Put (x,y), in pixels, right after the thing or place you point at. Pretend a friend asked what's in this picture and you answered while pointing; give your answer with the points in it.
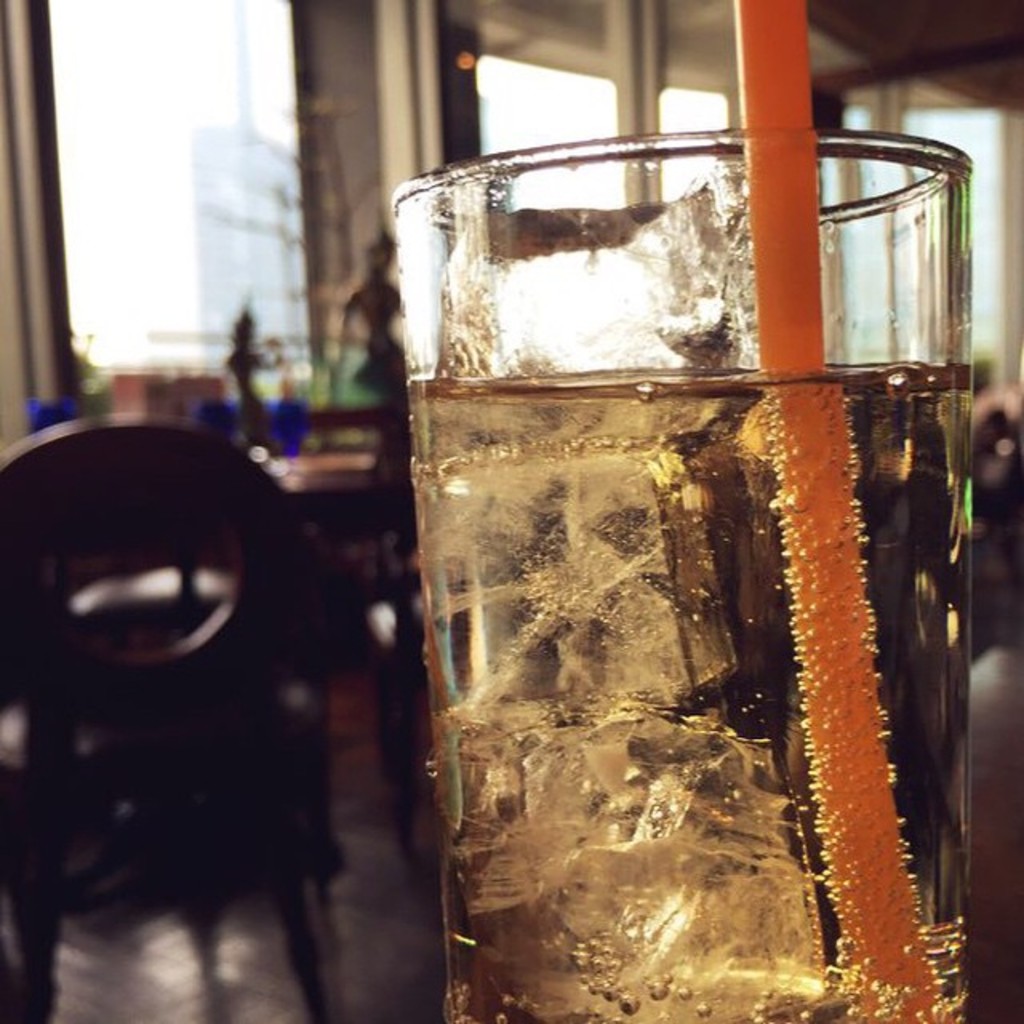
In this image, I can see a glass (595,680) of liquid (557,704) with ice cubes (557,864) and a straw (813,389). This looks like a chair (162,690). I can see few objects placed on the table (352,473). In the background (179,190), I think these are the glass doors (199,206).
